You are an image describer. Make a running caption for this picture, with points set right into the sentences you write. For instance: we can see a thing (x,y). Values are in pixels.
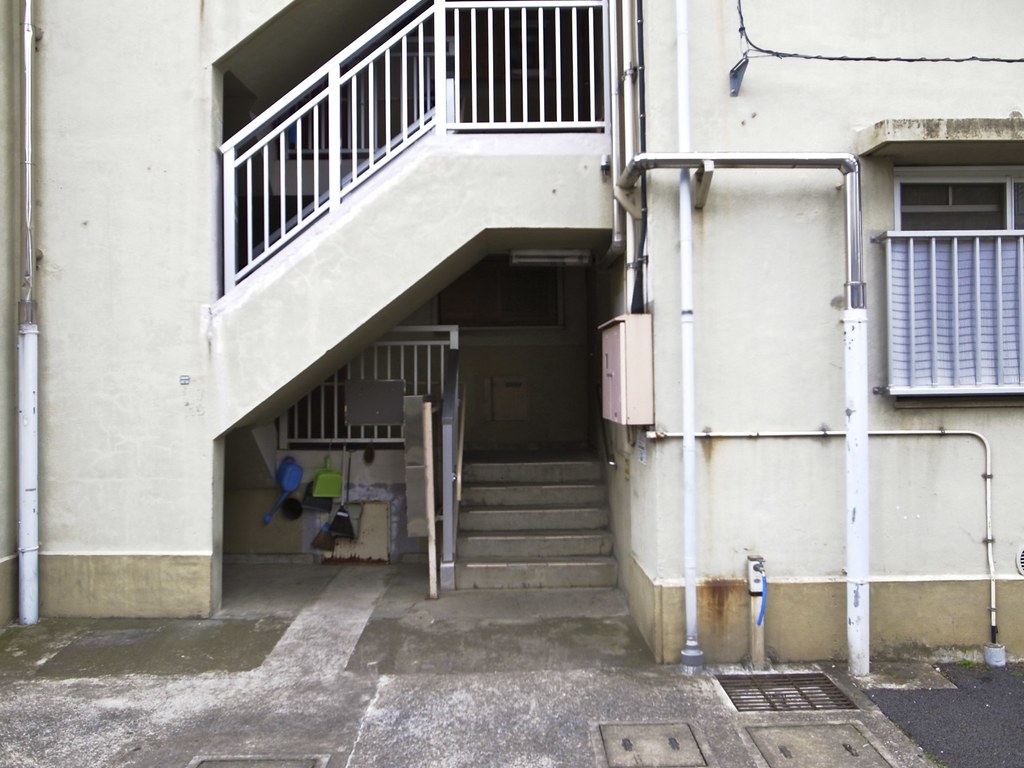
In this image in the center (637,263) there is one building (743,423) and some stairs (522,541) and at the bottom (463,716) there is a road (910,716), and on the right side (694,308) and left side there are some pipes (28,360).
